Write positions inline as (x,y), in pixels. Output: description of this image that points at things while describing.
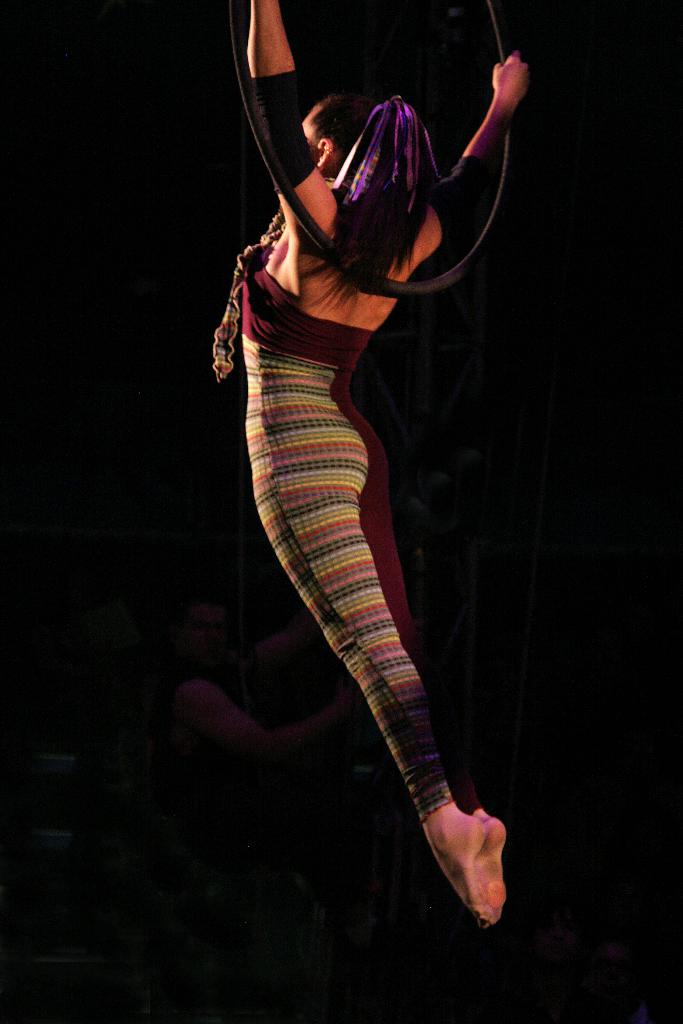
In the image in the center (306,453) we can see one woman (334,577) performing and she is holding some round and black color object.
